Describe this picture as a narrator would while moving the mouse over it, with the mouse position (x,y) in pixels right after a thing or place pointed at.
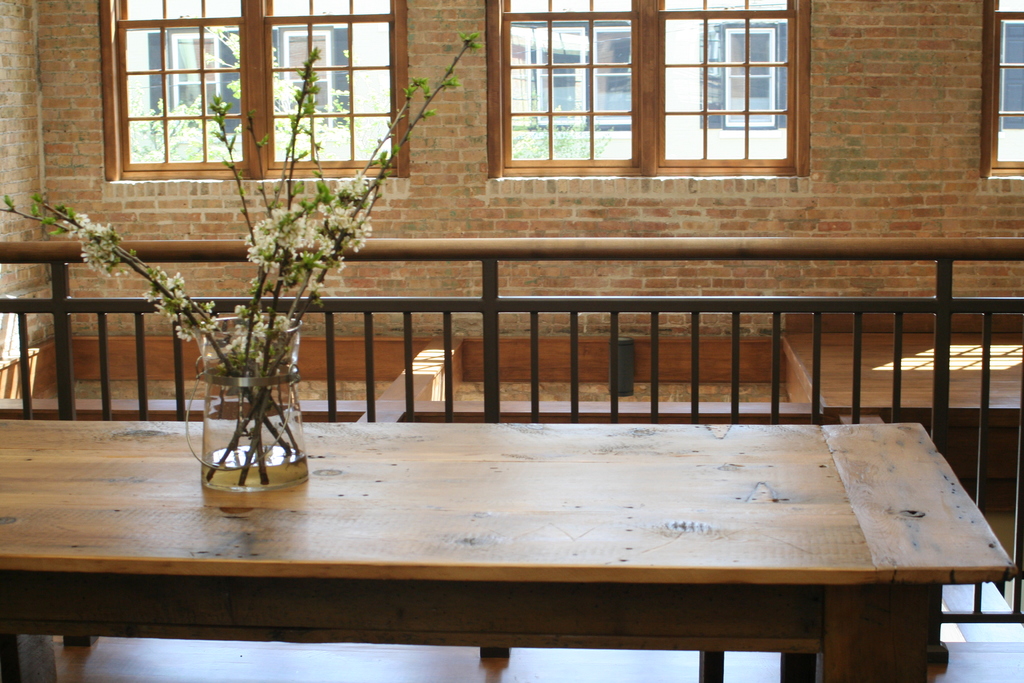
In this image I can see a table (365,494). On the table (339,552) there is a flower vase (217,380). In the background (699,254) there is a railing (533,248) and the windows (558,137) to the wall (895,176).
